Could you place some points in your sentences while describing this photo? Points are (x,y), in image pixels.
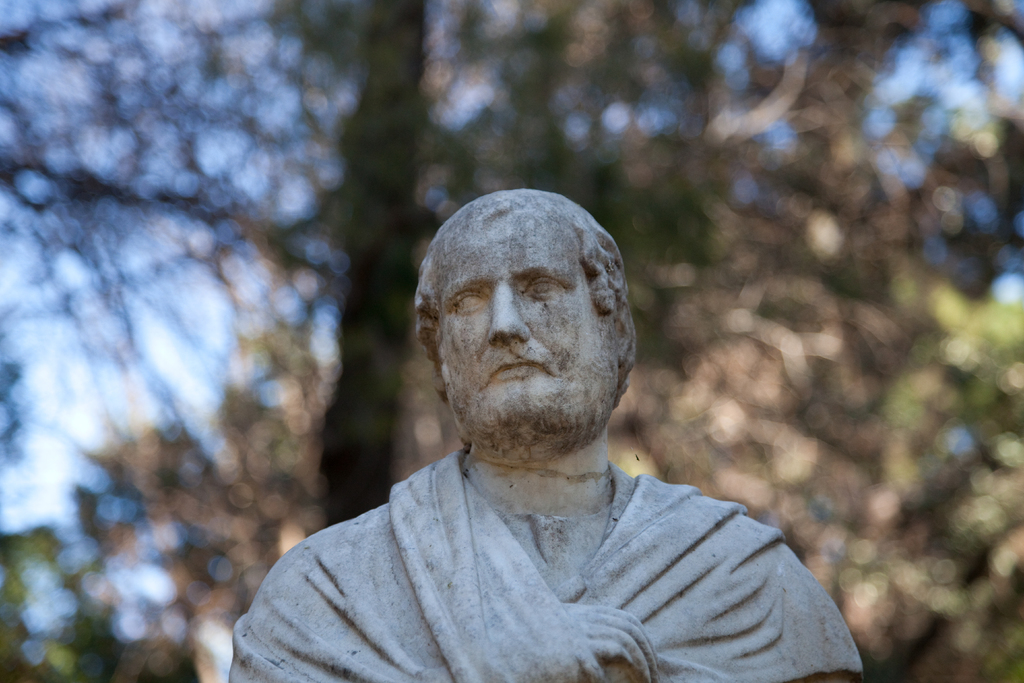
In this picture we can see a statue (539,400), in the background (409,297) we can find few trees (684,236).
